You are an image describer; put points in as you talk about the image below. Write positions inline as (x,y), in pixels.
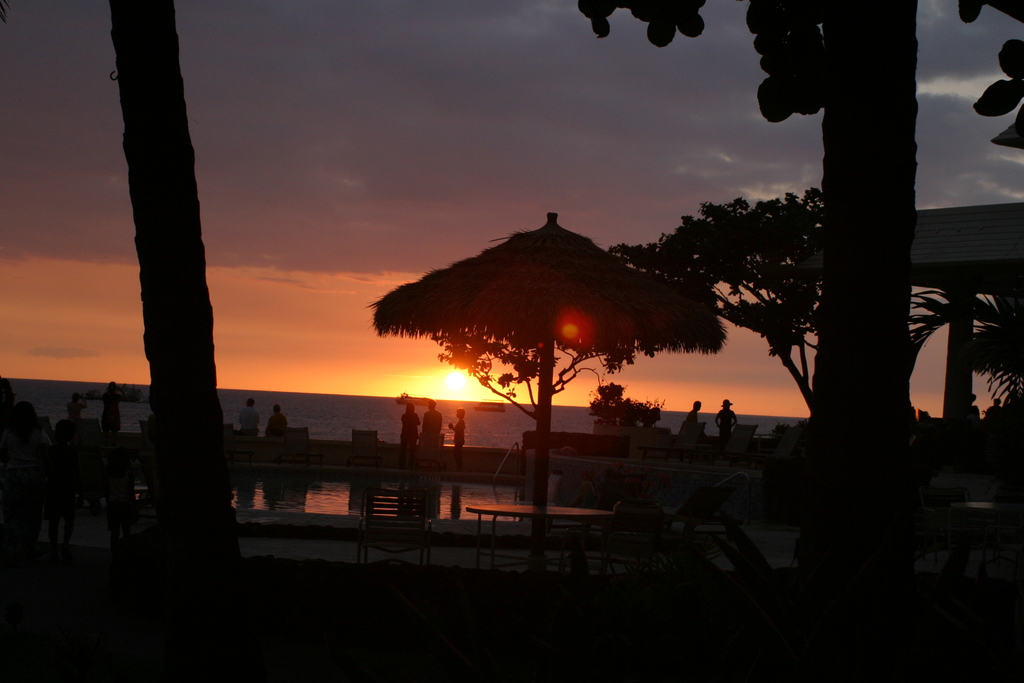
In this picture we can see trees (855,404), a table (570,509), chairs (621,533) in the front (172,458), there are some people (725,435) standing in the middle (409,420), in the background (559,431) it might be water (343,418), we can see the Sun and the sky (395,250) at the top of the picture (423,209).
